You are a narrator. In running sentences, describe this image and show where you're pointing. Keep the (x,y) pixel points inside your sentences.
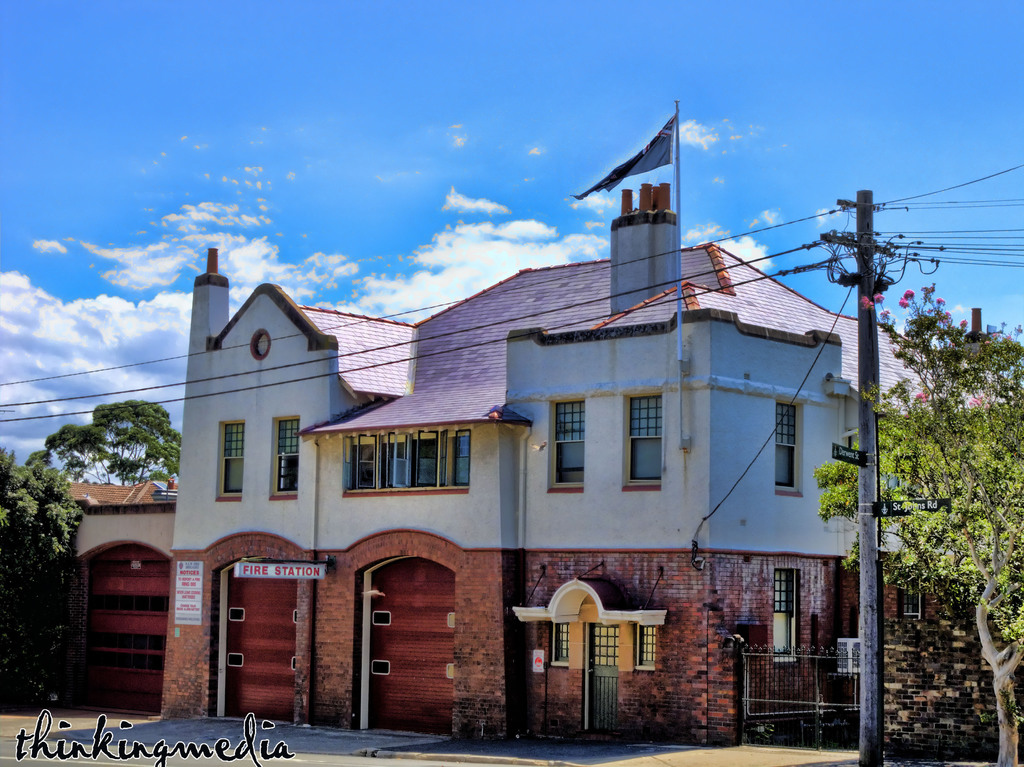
In this image I can see a building (810,607). There are windows (776,571), trees (1005,408), flowers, cables (786,272) and there are name boards (905,505). There is a electric pole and there is a pole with flag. In the background (573,253) there is sky (333,251) and in the bottom left corner (68,729) there is a watermark (60,727).
